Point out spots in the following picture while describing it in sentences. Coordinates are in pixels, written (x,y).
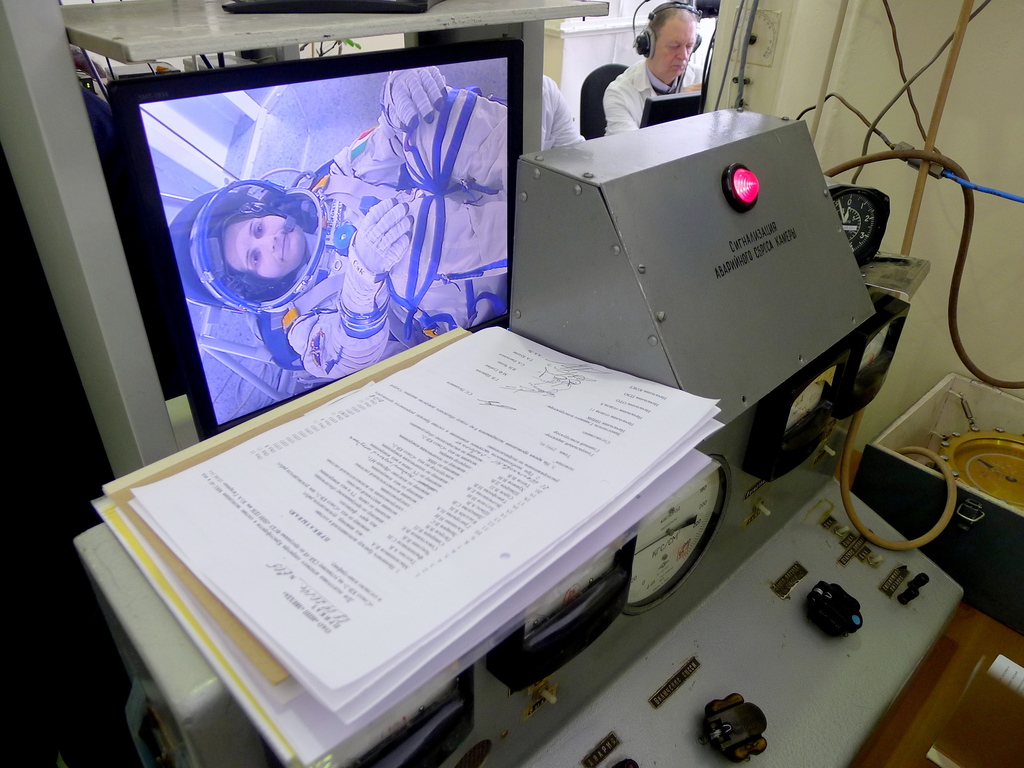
In this image we can see a machine (715,700) with some papers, dials (812,446) and some knobs (735,712) placed on it. In the background (447,210), we can see a screen (287,252), two persons (682,88) sitting on chairs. One person (684,60) is wearing headphones (683,3). To the right side (1005,527), we can see a box (1005,514) containing an object (1009,452) in itself.
